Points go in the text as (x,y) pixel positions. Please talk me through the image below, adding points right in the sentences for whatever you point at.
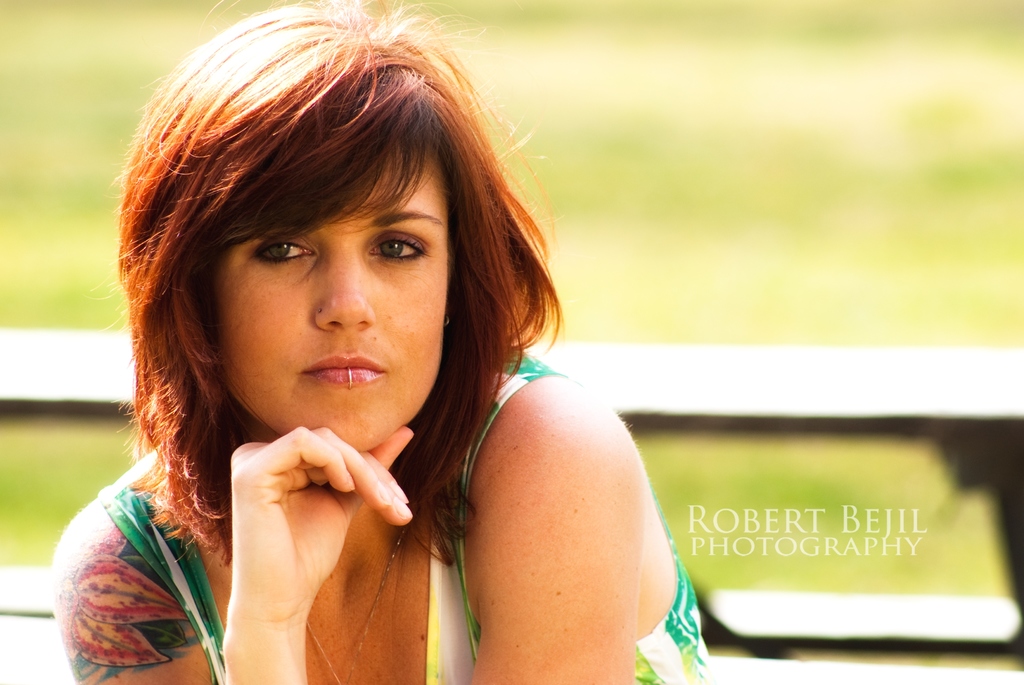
In this picture I can see a woman (384,90) in front (351,101) and I can see a tattoo (109,547) on her shoulder (84,553). I see that it is blurred in the background (818,336). On the right side of this image (754,532) I can see the watermark (888,523).
